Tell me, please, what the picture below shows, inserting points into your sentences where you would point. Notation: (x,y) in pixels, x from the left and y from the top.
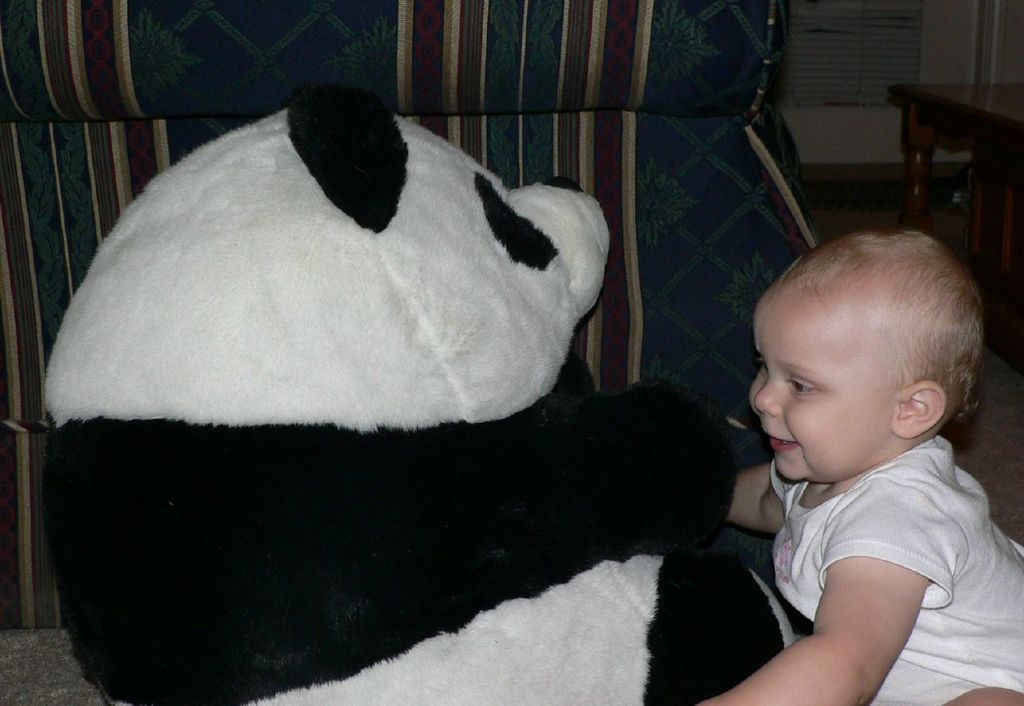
On the right side (930,526), there is a baby (913,475) in a white color dress (913,475), smiling and holding a doll (462,603) which is in white and black color combination. In the background (916,119), there is a table (945,95).
